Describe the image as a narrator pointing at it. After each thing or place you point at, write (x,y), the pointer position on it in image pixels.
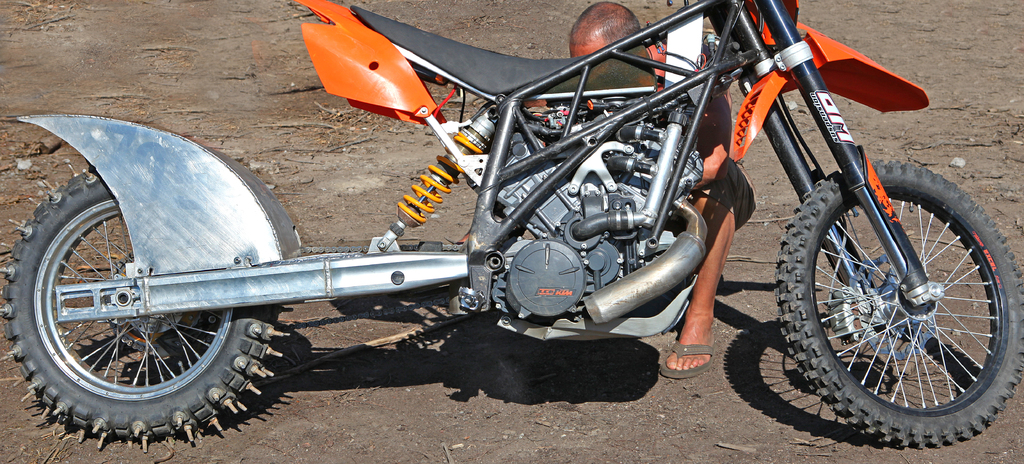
In this image I can see a motorcycle (513,269) on the ground (544,394). Behind this motorcycle (623,137) there is a person (736,220) sitting.
